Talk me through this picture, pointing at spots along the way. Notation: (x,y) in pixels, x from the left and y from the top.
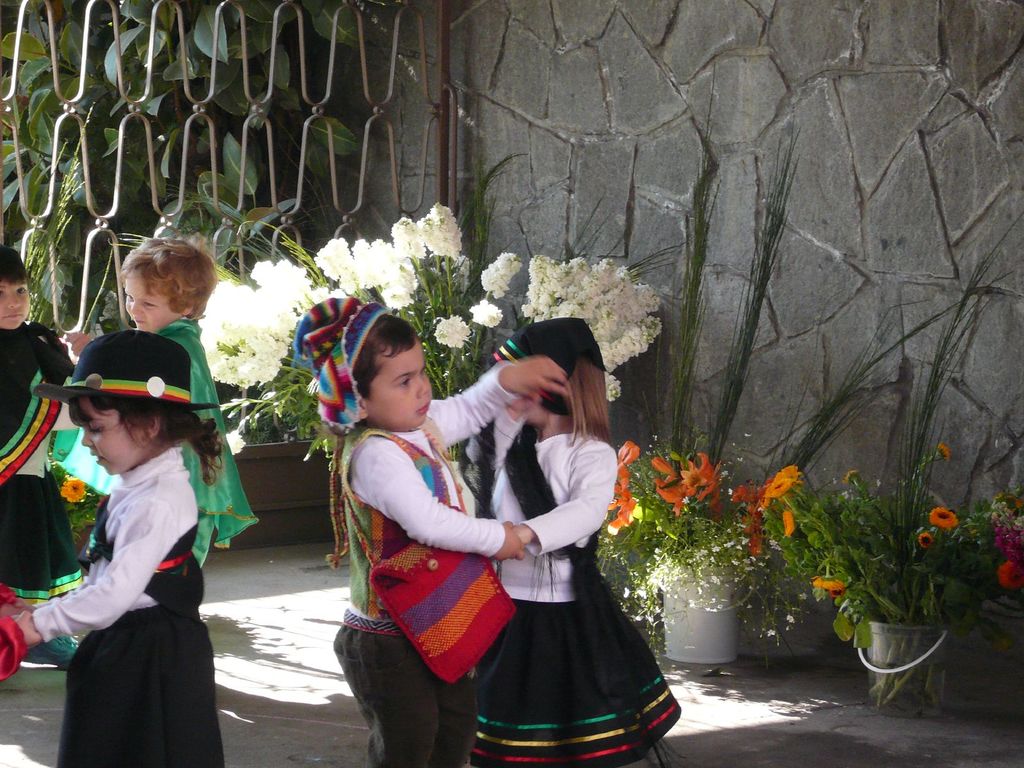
In the image in the center (483,433), we can see a few kids (520,566) are dancing and they are in different costumes (473,556). In the background (503,175) there is a wall (807,109), fence (330,56), trees (319,42), plants (959,588), plant pots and flowers (840,586).
